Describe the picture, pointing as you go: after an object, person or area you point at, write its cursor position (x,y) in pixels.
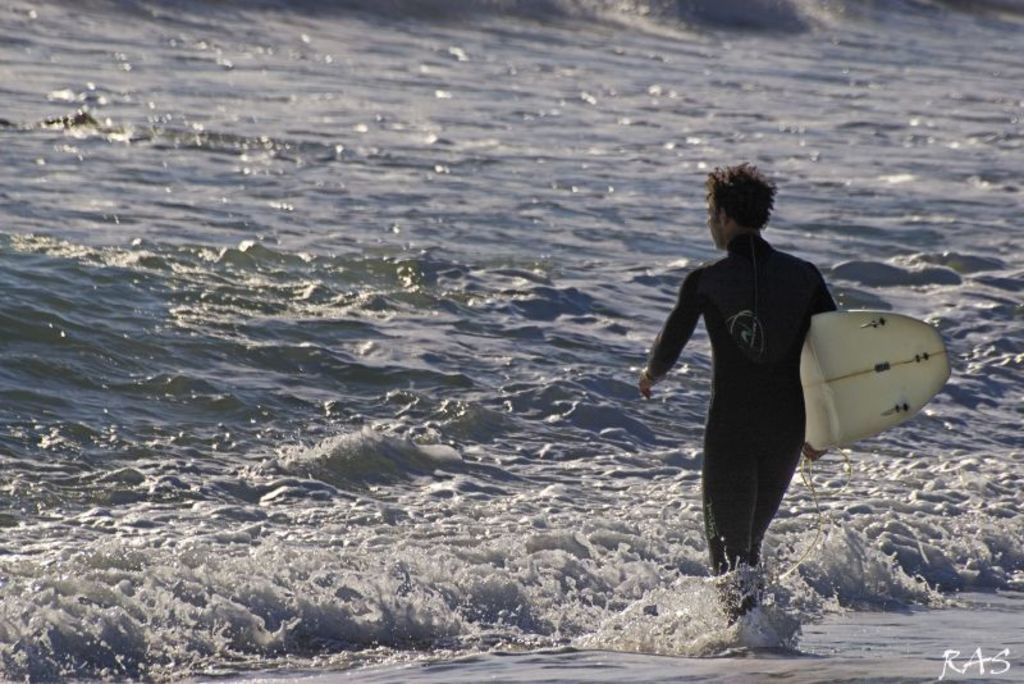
In this image I can see a person (778,397) wearing black colored dress (776,389) is standing and holding a white colored surfboard (849,374) in his hand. In the background (327,256) I can see the water (444,174).
